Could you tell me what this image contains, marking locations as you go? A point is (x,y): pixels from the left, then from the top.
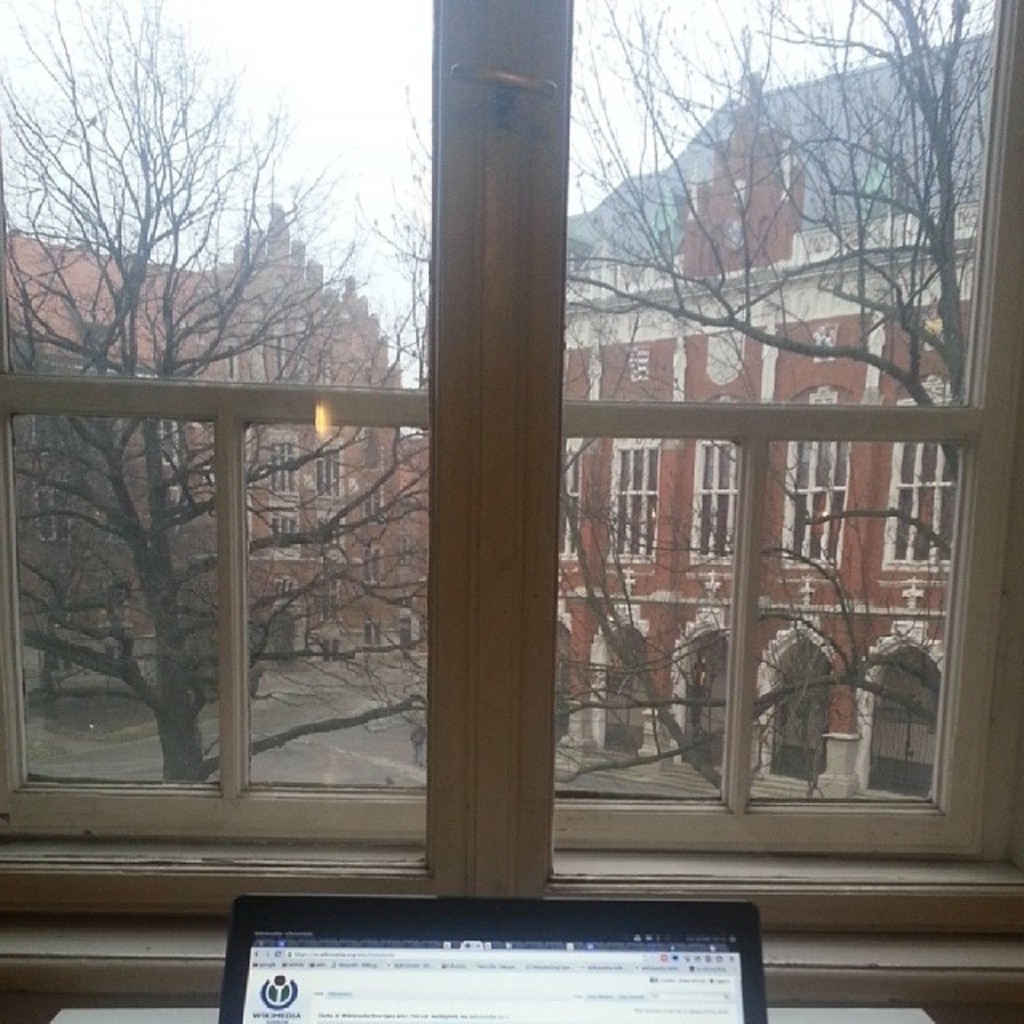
In this picture I can see window (697,822) and screen (416,976). In the background (424,489) I can see trees (330,529), buildings (263,529) and sky (375,288).
